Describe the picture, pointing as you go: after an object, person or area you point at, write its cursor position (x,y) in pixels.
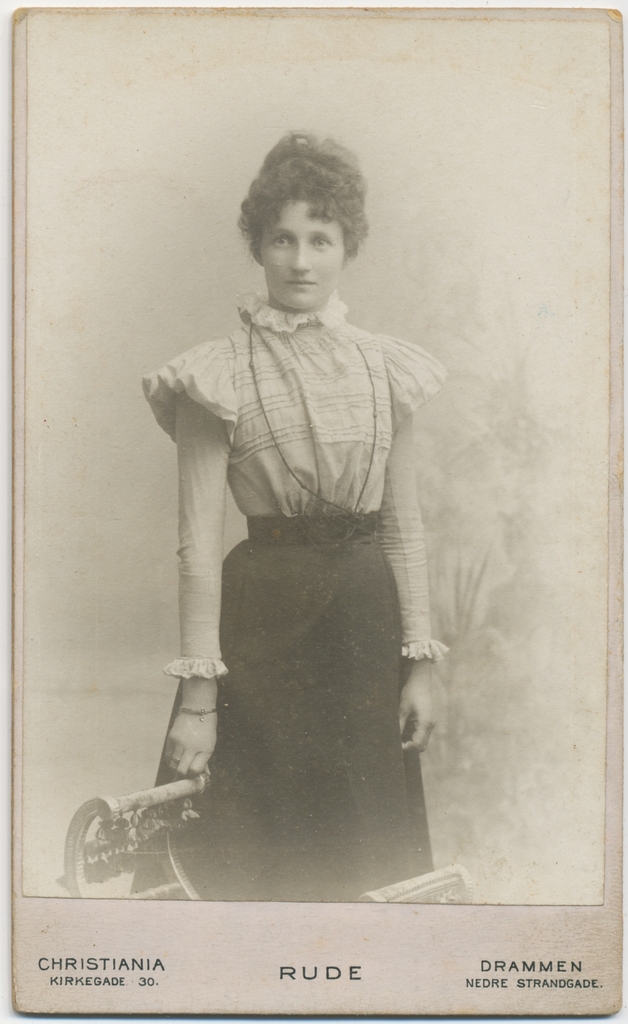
In this picture I can see a woman (237,589) standing. I can see text (536,983) at the bottom of the woman (344,810).
